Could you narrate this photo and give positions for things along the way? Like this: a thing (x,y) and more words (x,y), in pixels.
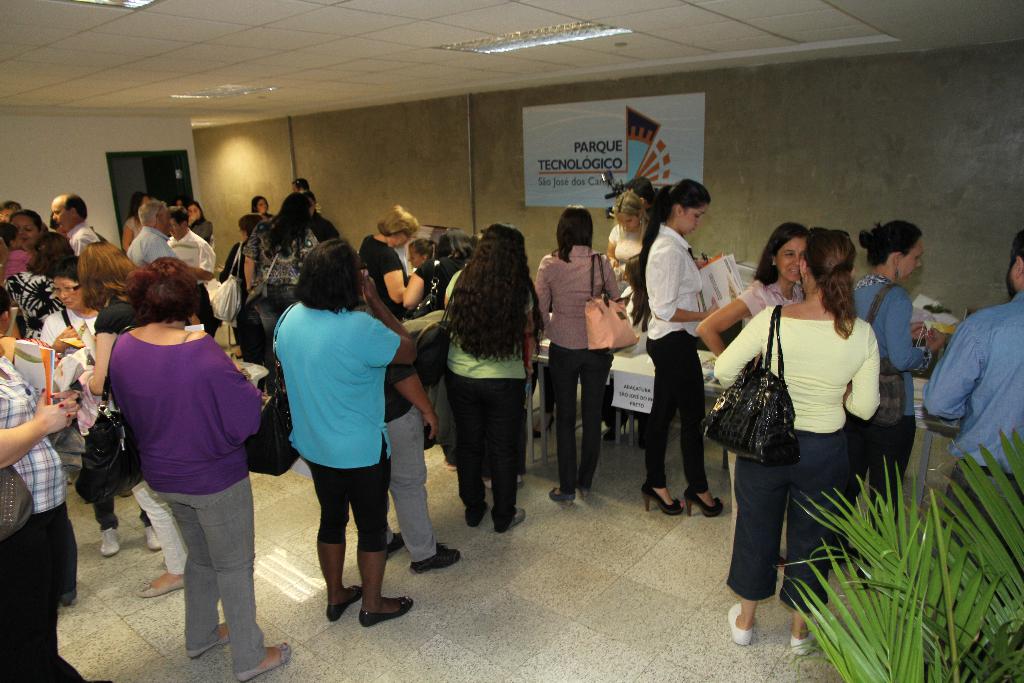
In this image there are group of person (275,322) standing, there is a poster (595,155) on the wall (505,163), there are lights (520,39) on the roof (228,33), there is a door (176,182), there is a wall (81,163), there is a tree (939,592) truncated to the right of the image (953,588), there is a person (1006,345) truncated towards the right of the image (974,389).
